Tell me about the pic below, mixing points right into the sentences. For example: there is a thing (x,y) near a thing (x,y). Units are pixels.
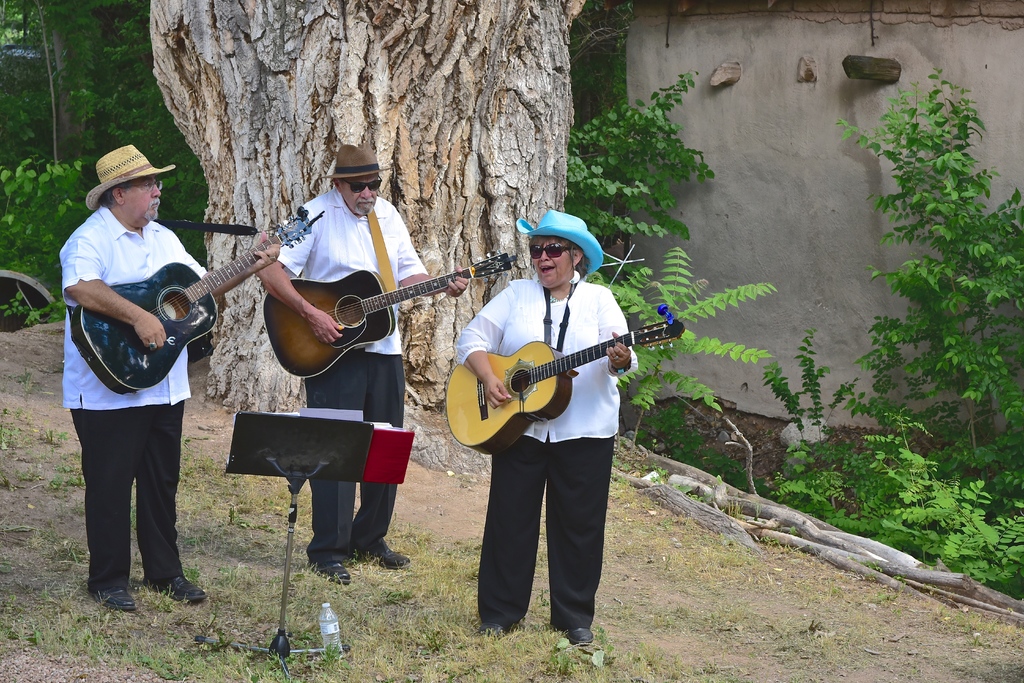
There are two men (109,266) and one woman (529,326) standing and playing guitar (291,330). They wore hats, white shirts (354,252) and trousers (522,493). This is a music stand (306,464) with a book (385,452) on it. Here I can see a water bottle (337,630). This is a big tree trunk (346,76). These are the small plants (629,224). This looks like a wall (906,73). I think these are the roots (666,483) of the tree (499,142).
